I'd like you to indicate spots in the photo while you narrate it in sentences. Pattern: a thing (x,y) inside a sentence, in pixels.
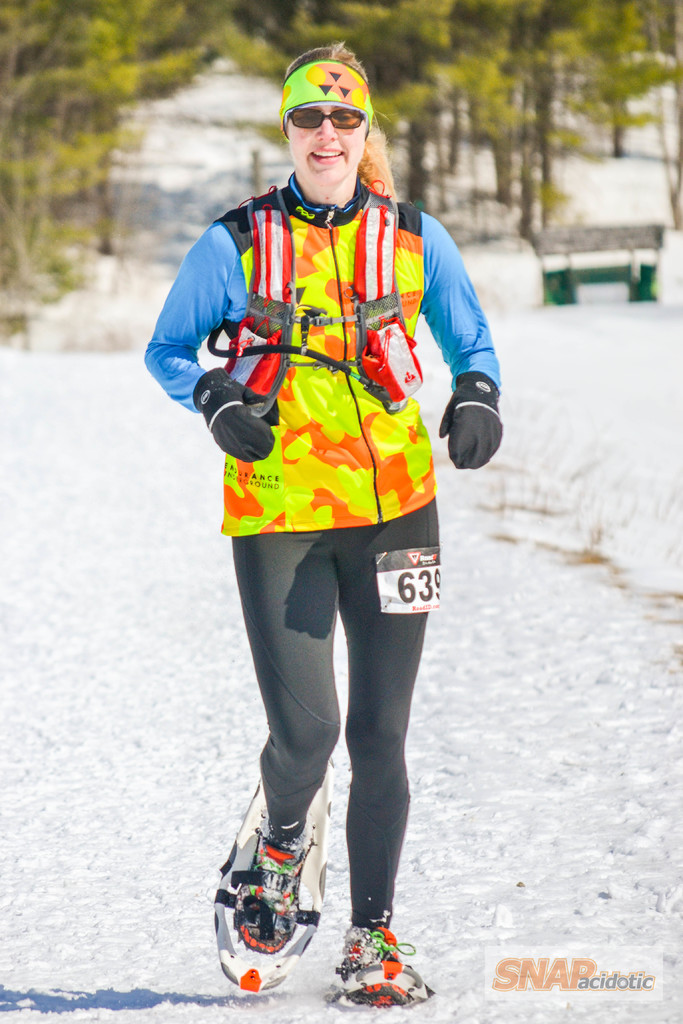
In this image there is a woman (397,679) walking on the snow (255,730), in the background (98,72) there is a bench (552,231) and trees (324,31).
